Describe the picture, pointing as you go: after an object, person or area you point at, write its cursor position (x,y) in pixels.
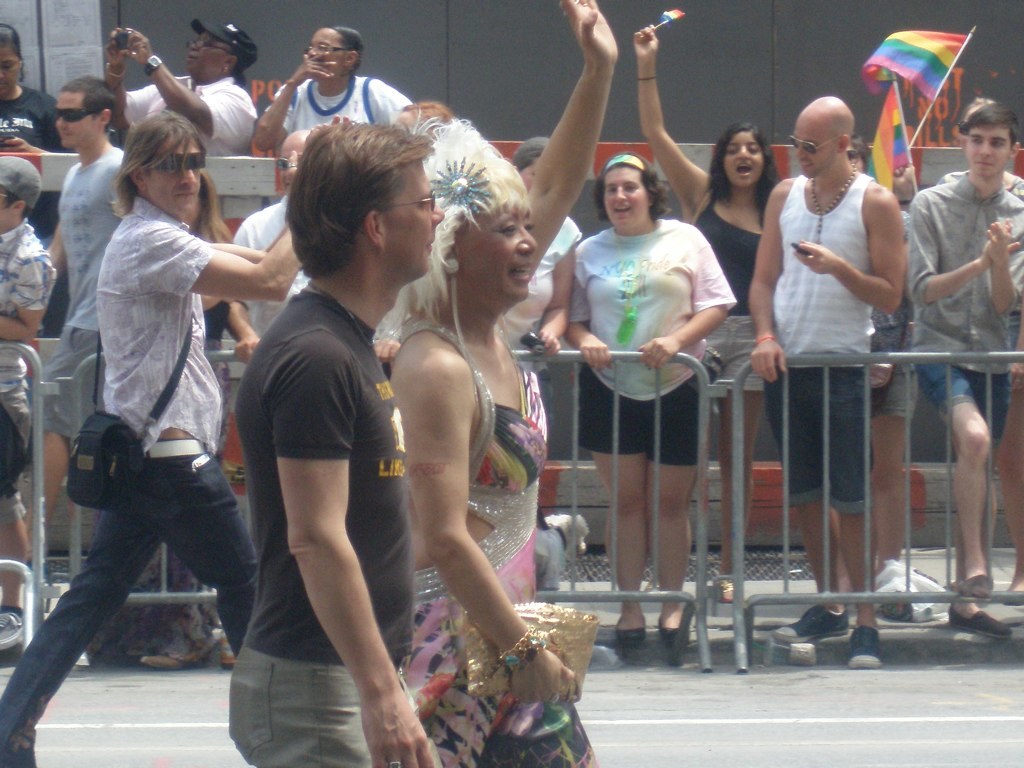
In this image a group of people (773,264) standing aside of the road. There are few people (756,271) holding some objects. There are three people (435,589) walking on the road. A lady (435,589) is carrying a handbag (582,619).
